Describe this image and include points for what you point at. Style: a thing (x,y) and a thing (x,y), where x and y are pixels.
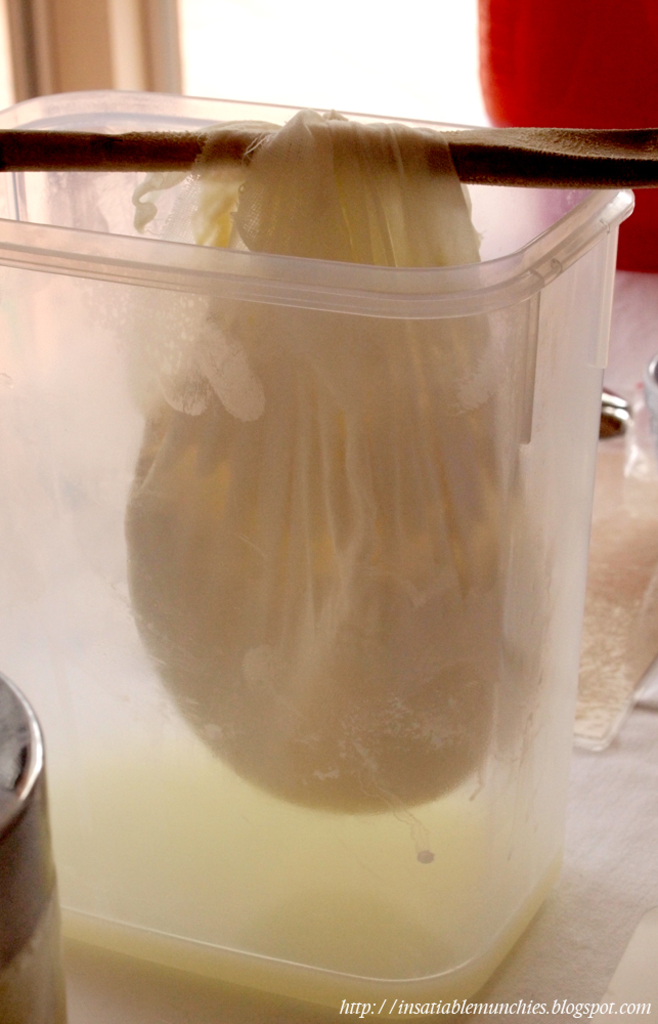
In this image we can see a container (326,536), there is an object (325,314) hung with the help of a stick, there is an object (34,861) in the bottom left corner of the image (30,875), also we can see an object (582,124) which is in red color in the top right corner of the image (572,96), there are text (443,1003) on the image.
